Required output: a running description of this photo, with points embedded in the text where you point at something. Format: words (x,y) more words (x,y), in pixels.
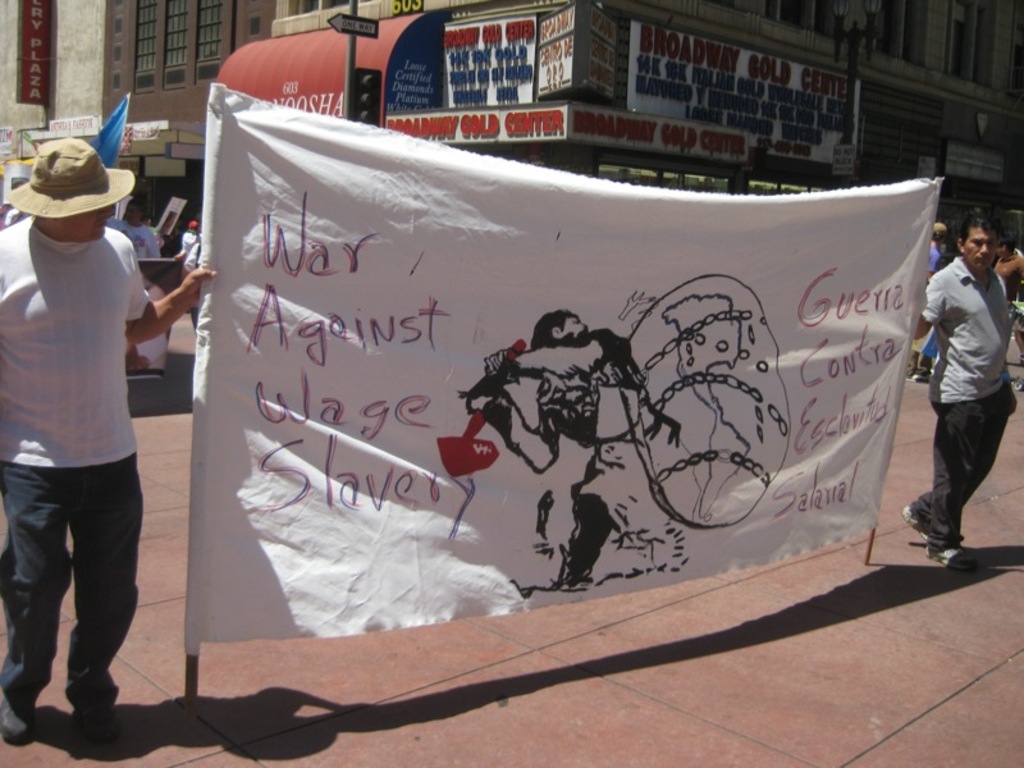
In this image we can see two persons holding a banner (562,386) with some text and a picture (652,541) and behind we can see some people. There is a building (949,83) in the background (410,99) and we can see some boards (477,24) with the text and there is a pole (354,86) with traffic lights (373,96) and a board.
